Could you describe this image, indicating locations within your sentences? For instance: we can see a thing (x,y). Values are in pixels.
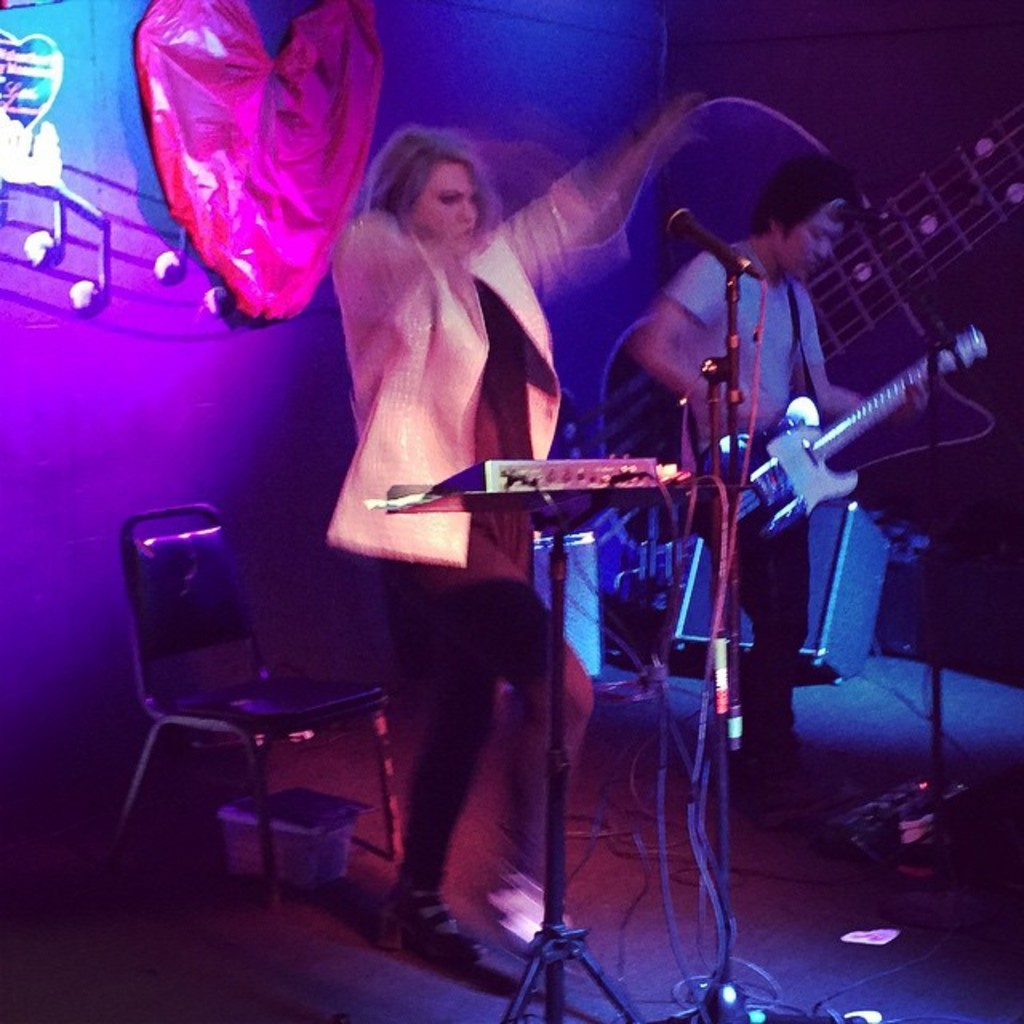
This is a picture taken in a room (381,1009), there is a women (516,398) who is dancing. On the right side of the women (468,381) there is a man (811,374) who is holding the guitar (779,452). In front of the man (814,430) there is a microphone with stand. Background of this people (506,447) there is a chair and a wall (121,340), on the wall (166,388) there is a symbol of heart (203,66).
